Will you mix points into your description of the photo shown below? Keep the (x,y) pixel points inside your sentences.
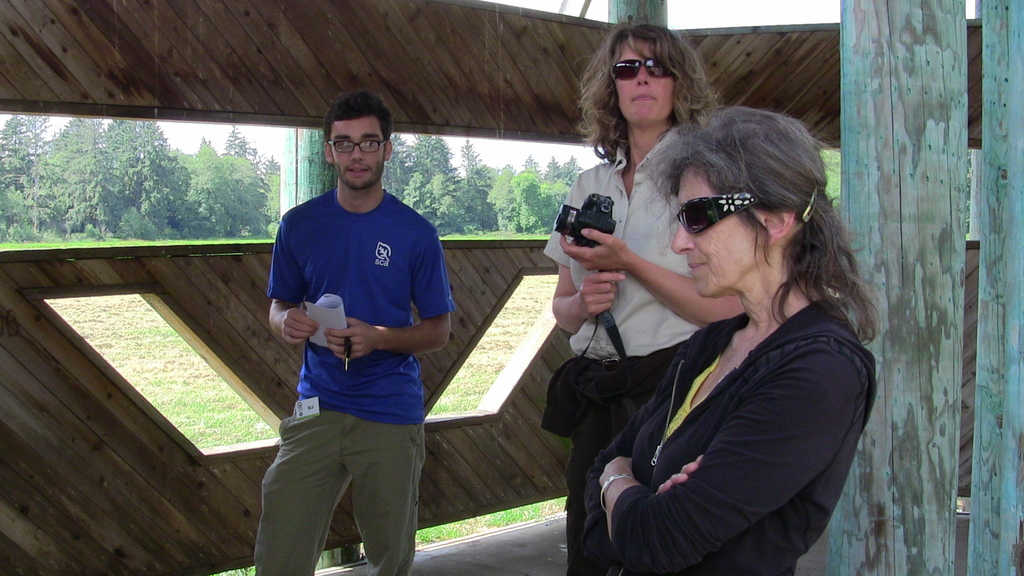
As we can see in the image there is a wooden wall (190,117), grass (153,359) and at the top (246,125) there is sky (219,136). In the front (630,280) there are three persons (384,295) standing. In the background (238,212) there are trees (413,159). The woman (853,293) standing on the right side (834,397) is wearing black color jacket (749,427). The woman (616,119) standing in the middle (653,204) is wearing white color dress (628,297) and holding camera (581,226). The man (361,293) standing on the left side (311,290) is wearing blue color t shirt (358,296) and holding paper (338,323).
